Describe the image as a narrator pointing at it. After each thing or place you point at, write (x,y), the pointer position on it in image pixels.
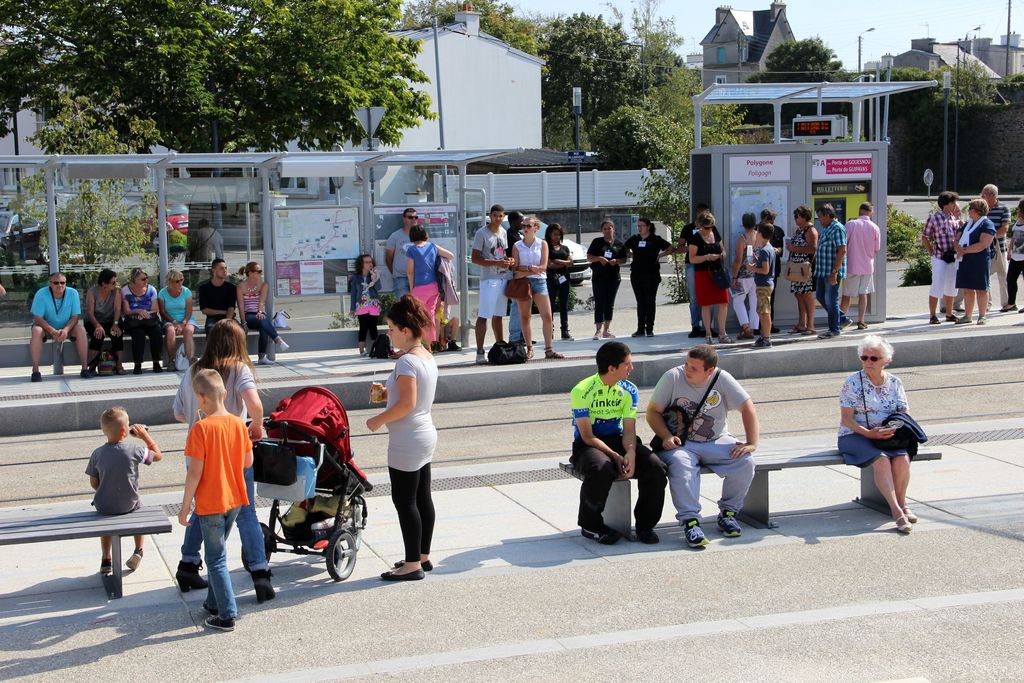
In this picture we can see many people (579,522) waiting on the platform (644,354). Some people (629,357) are sitting on the benches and some people (795,216) are standing.
